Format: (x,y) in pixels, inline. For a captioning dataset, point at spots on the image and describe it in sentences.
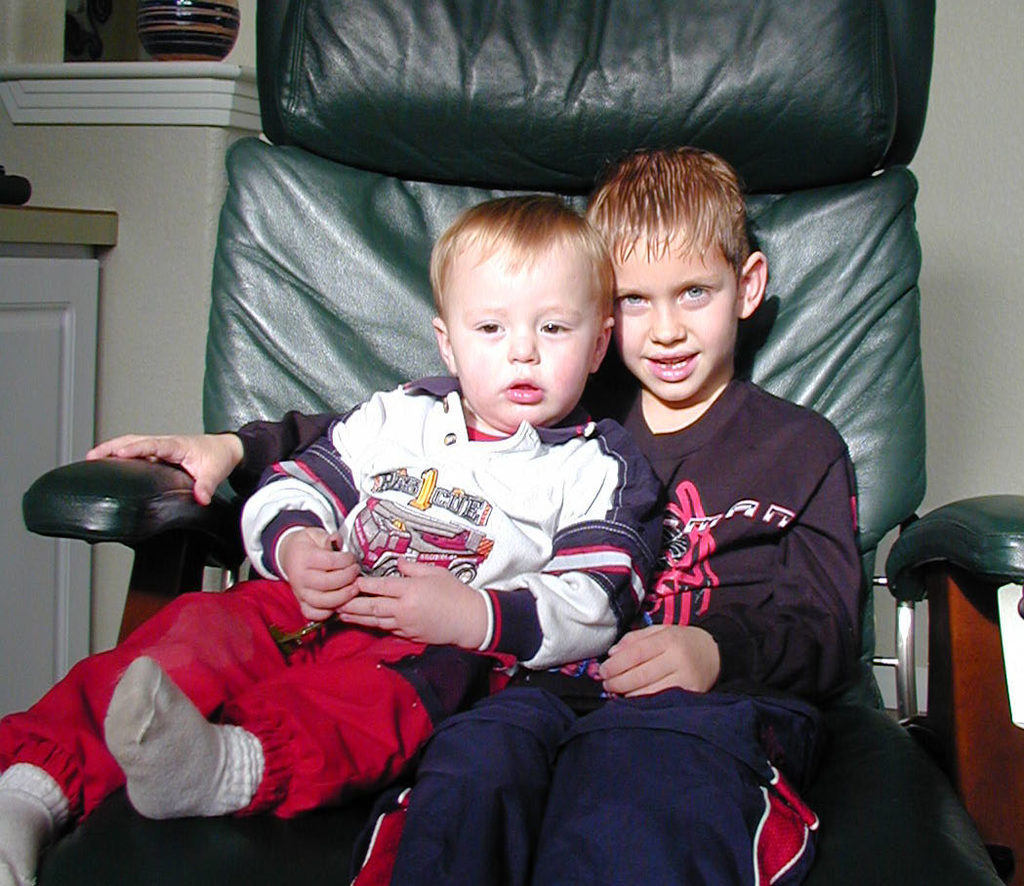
We can see two boys (580,541) sitting on a chair (913,362). On the background (932,238) we can see wall (961,243), desk (102,221).
